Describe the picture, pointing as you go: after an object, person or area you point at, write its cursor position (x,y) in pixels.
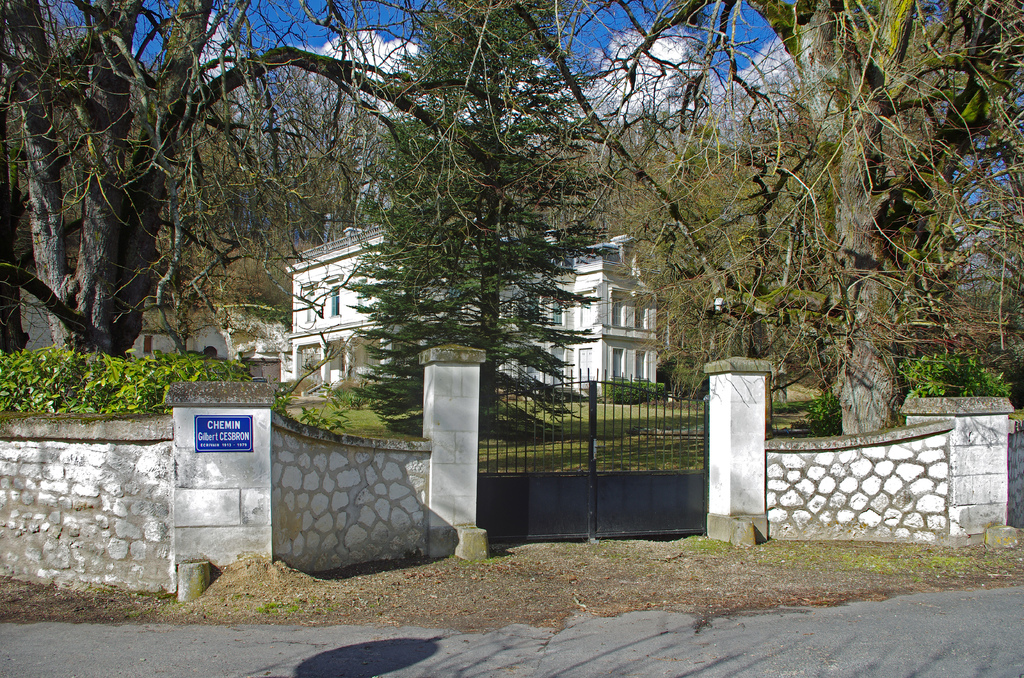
In this picture there is a gate (542,445) in the center of the image (667,429) and there is a building (438,288) in the center of the image (355,230) and there are trees (655,271) on the right (798,138) and left side of the image (231,168).
